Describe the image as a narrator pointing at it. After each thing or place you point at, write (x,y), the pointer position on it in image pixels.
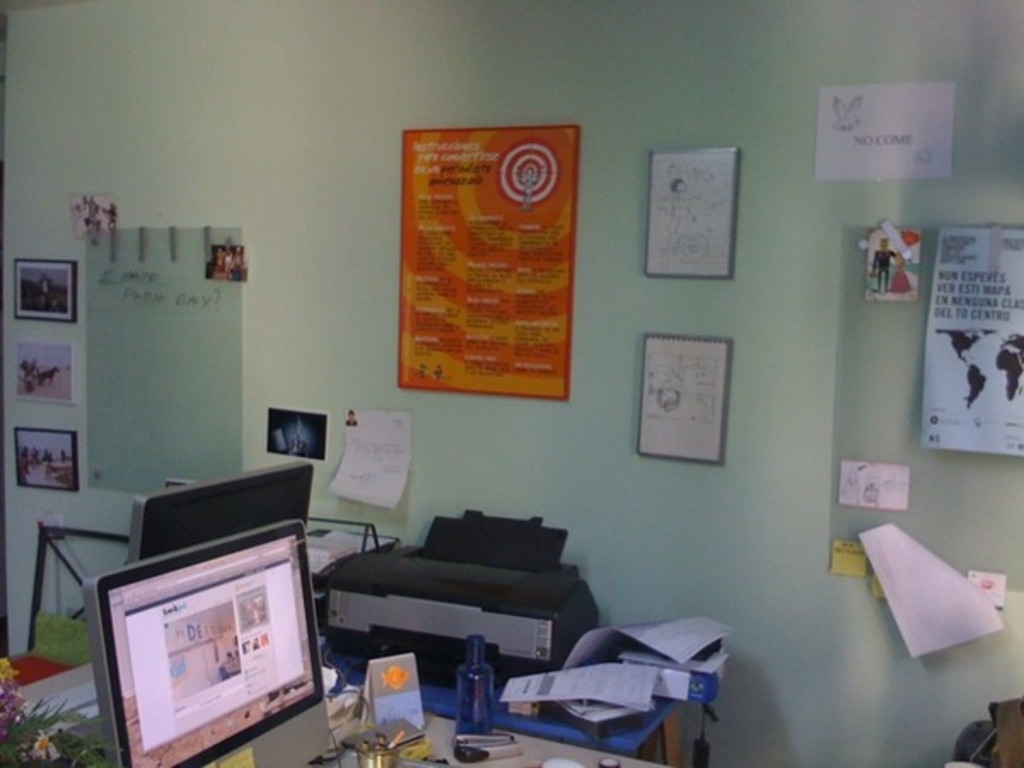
In this image I can see the systems (141,582), plants (6,706), electronic gadget (373,596), papers (580,691), bottles (463,697) and some objects (324,672). These are on the surface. In the background (267,440) I can see the papers (408,331), frames (408,331) and boards (242,299) attached to the wall (345,59).
